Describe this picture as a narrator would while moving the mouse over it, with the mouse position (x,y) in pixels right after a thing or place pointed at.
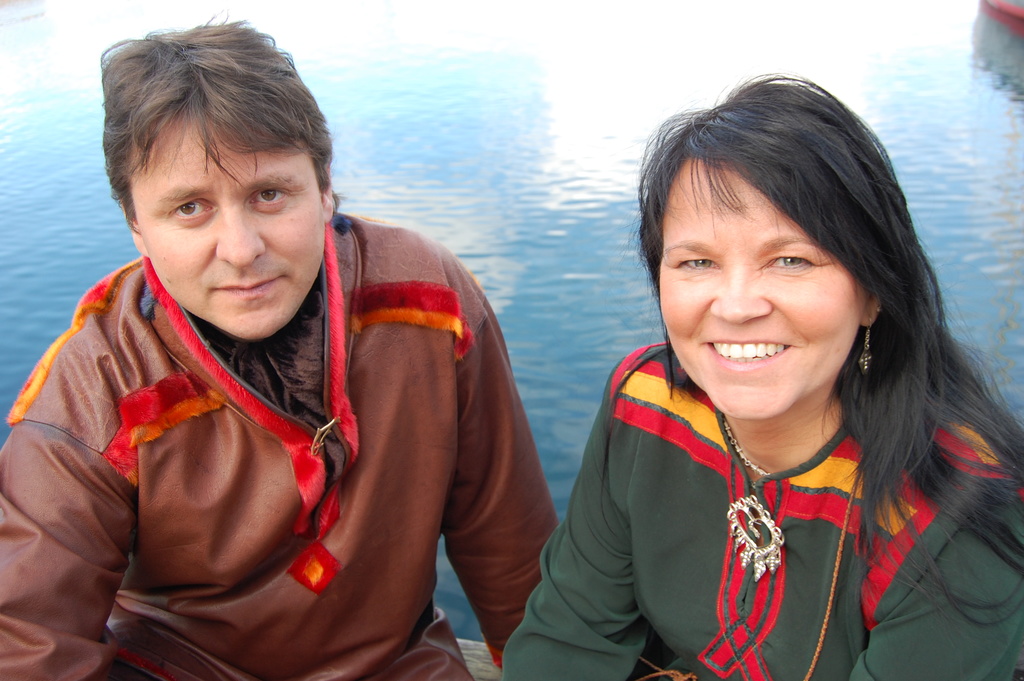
In this picture we can see a man (318,386) and a woman (788,471) are sitting and smiling in the front (770,362), there is water (567,76) in the background (583,91).
